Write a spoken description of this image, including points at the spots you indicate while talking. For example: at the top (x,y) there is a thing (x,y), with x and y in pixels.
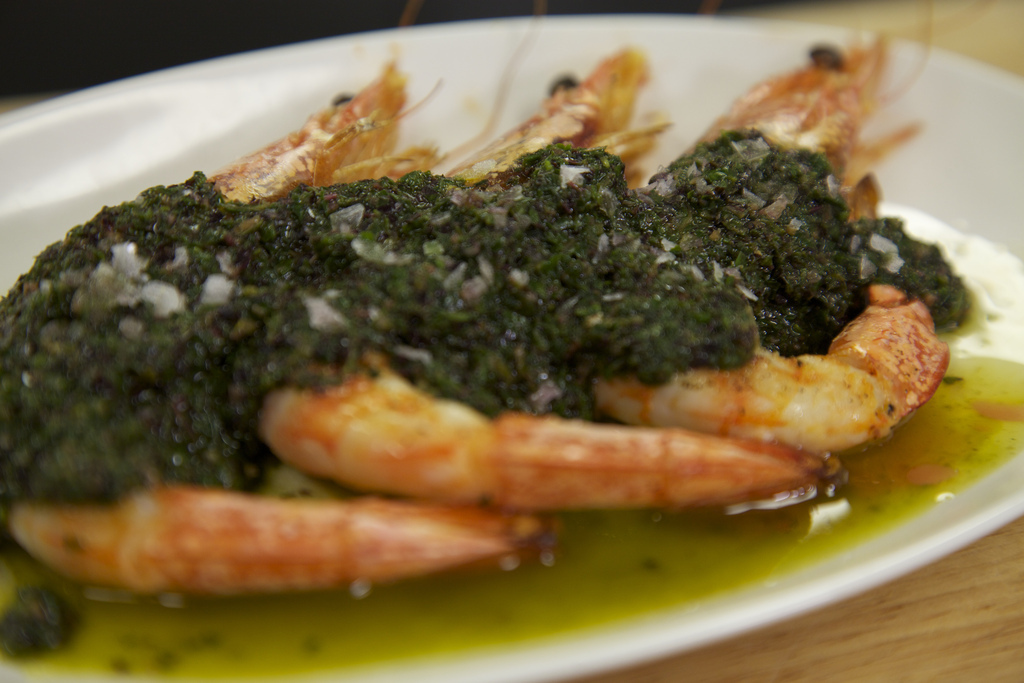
In this image in the foreground (530,212) there is one plate (39,230), on the plate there is some food (607,503) and at the bottom (894,633) there is table (953,629).
